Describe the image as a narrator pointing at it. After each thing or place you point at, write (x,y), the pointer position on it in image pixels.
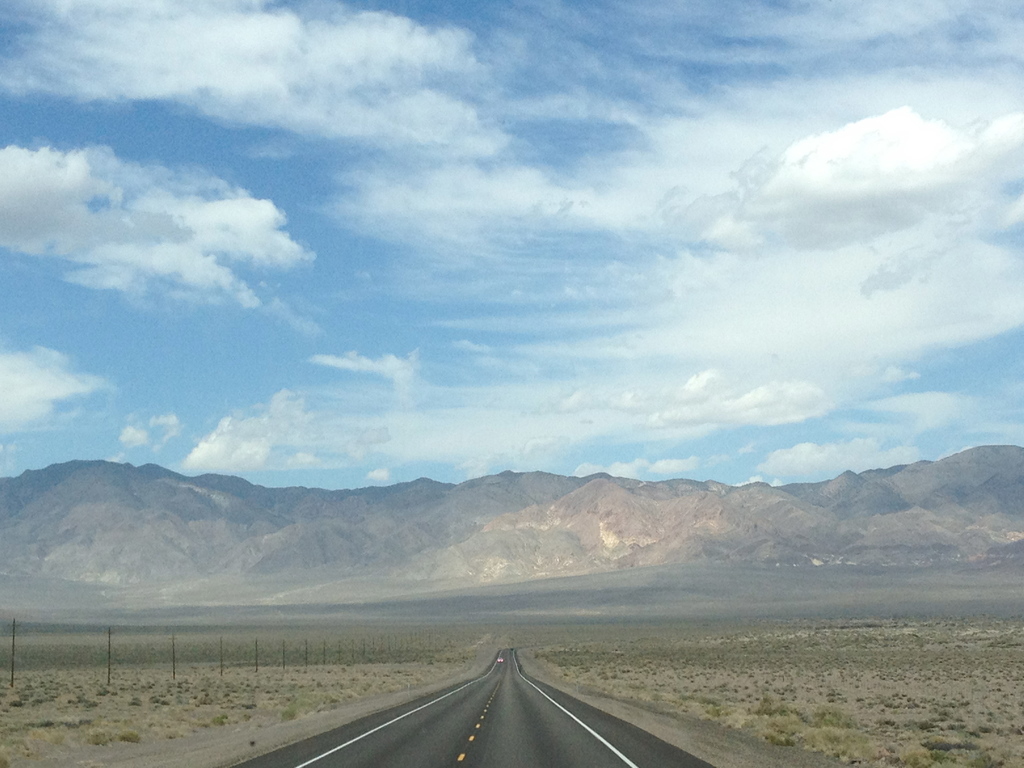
In this picture in the center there is a road (496,725) and on the left side (324,661) there are poles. In the background (469,543) there are mountains (362,538) and the sky (503,231) is cloudy.
